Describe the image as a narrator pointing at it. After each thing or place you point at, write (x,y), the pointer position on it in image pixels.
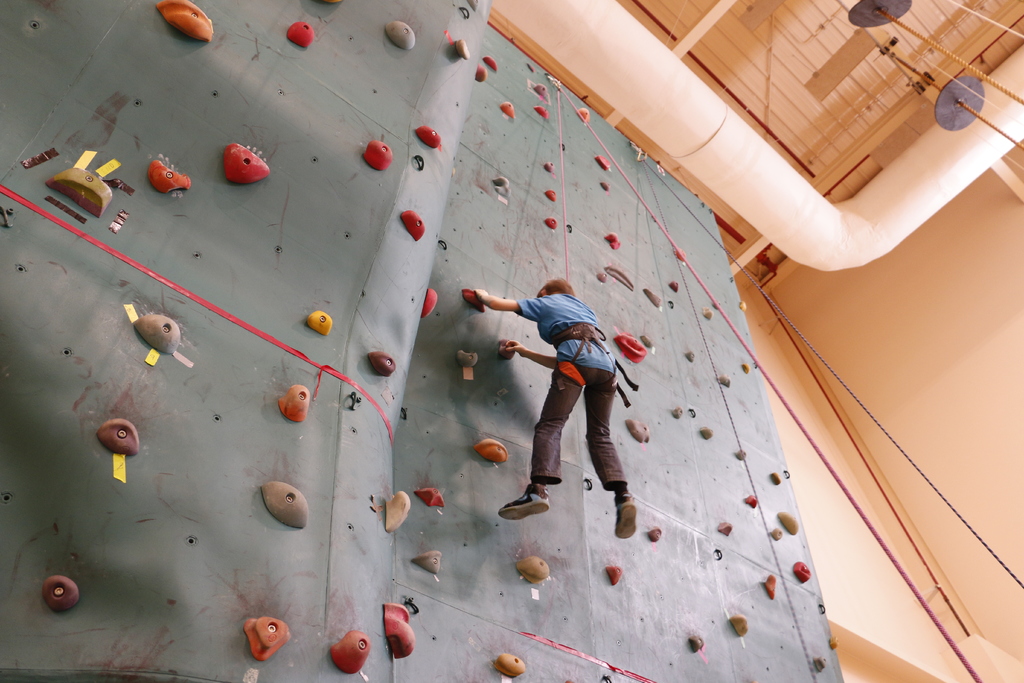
In the center of the image (639,449) there is a climbing wall (381,382) and we can see a person (549,324) in the center (584,364). In the background (954,350) there is a wall (943,414). At the top (678,123) there are pipes (799,201) and ropes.
